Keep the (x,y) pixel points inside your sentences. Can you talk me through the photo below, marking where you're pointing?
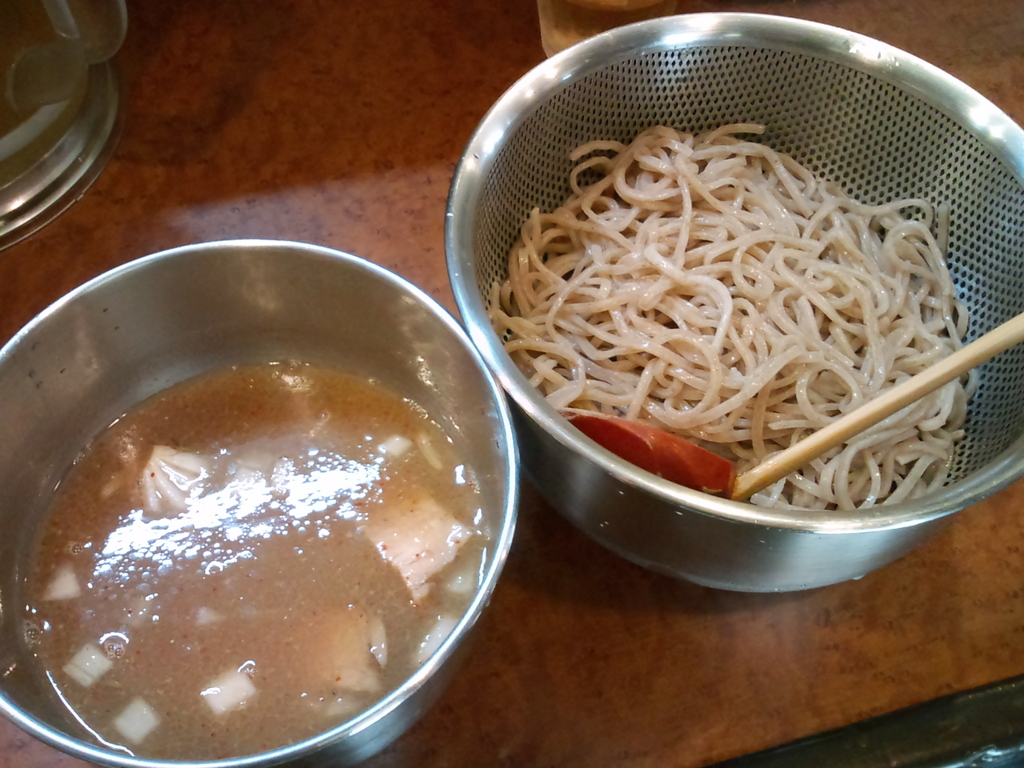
In this image we can see the vessels (486,292) with the food items (810,205). We can also see the stick (777,471), glass (569,14) and a jar (107,81) on the counter (813,687).
